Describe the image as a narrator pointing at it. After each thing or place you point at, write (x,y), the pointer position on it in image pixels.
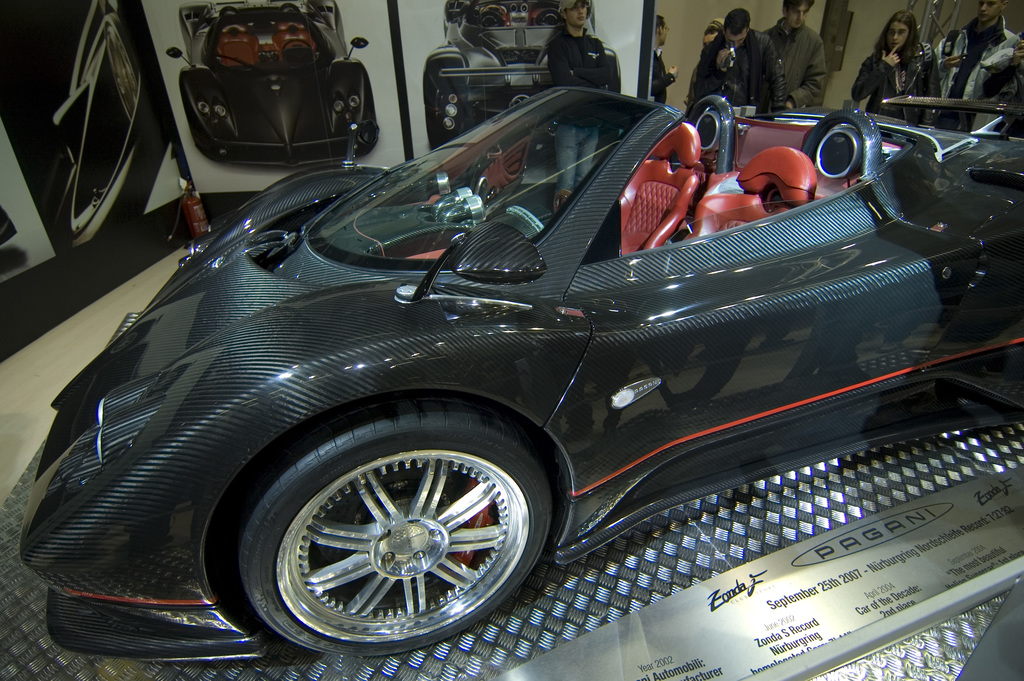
In this picture we can see a car (312,227), some text (916,515) on the platform (736,576) and in the background (299,139) we can see some people (746,66), fire extinguisher (186,190), photos (37,41) of cars (318,86) and some objects (827,24).
